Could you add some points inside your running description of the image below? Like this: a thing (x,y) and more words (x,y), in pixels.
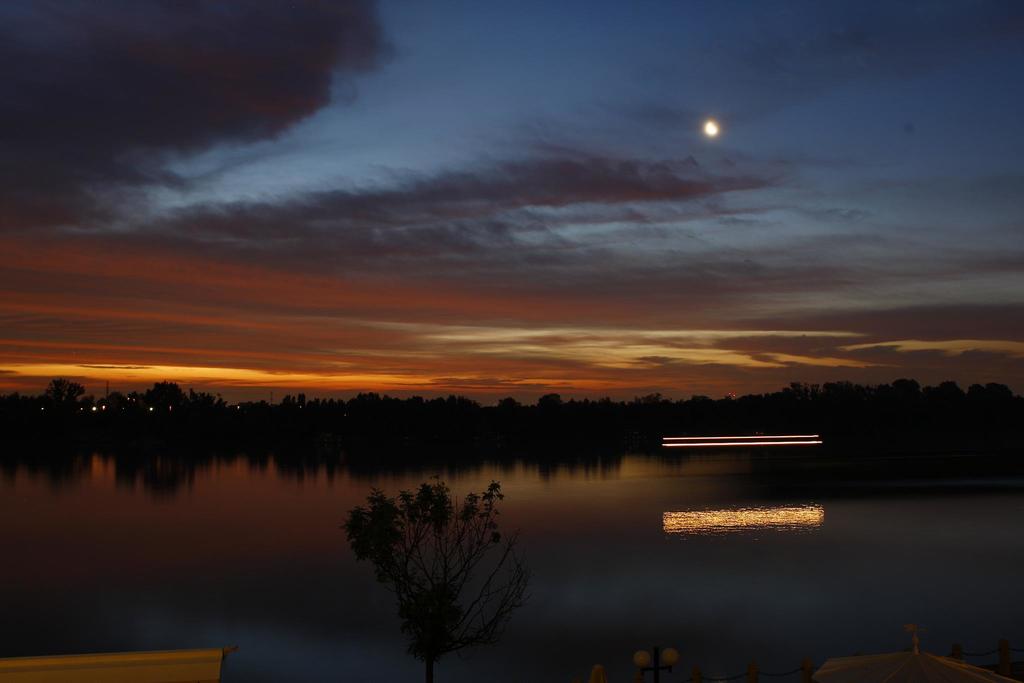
This picture is taken in the dark, where we can see the water (340,605), trees (469,439), lights (93,409) and in the background (690,183), I can see the moon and the clouds (333,216) in the dark sky (431,269).
